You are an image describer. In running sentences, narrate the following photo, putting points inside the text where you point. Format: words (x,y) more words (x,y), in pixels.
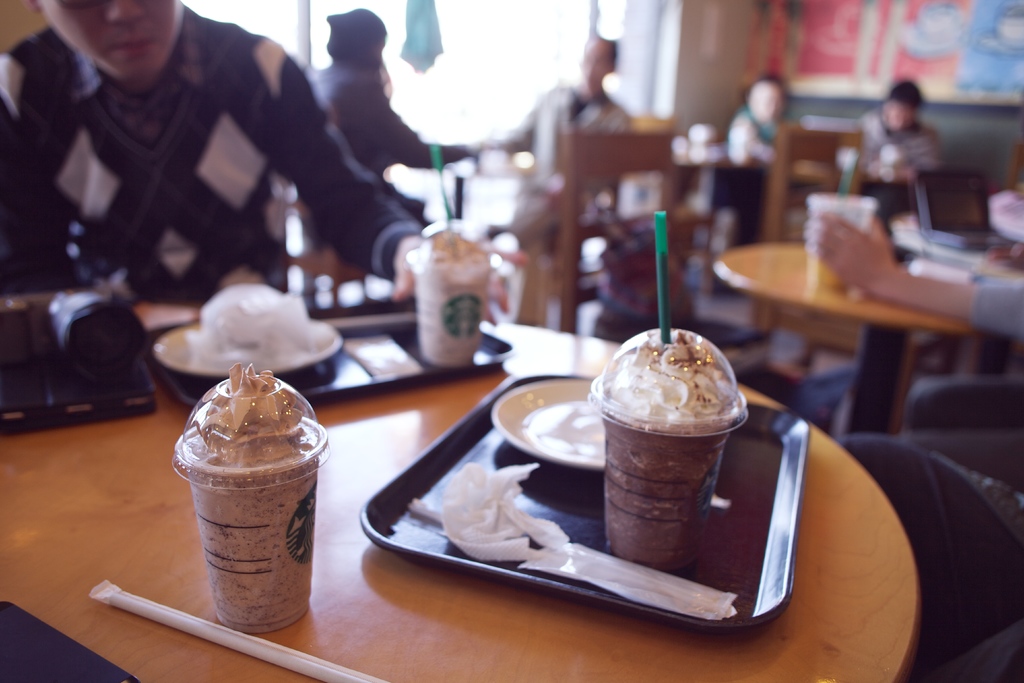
In this image i can see few people (136,207) sitting on chairs (656,143) in front of a table (391,639). On the table (355,654) i can see few glasses (297,611), a tray (585,495), straw (180,622) with plate (321,345). In the back ground (679,112) i can see a wall (753,36) and few posters (905,65) attached to it.
